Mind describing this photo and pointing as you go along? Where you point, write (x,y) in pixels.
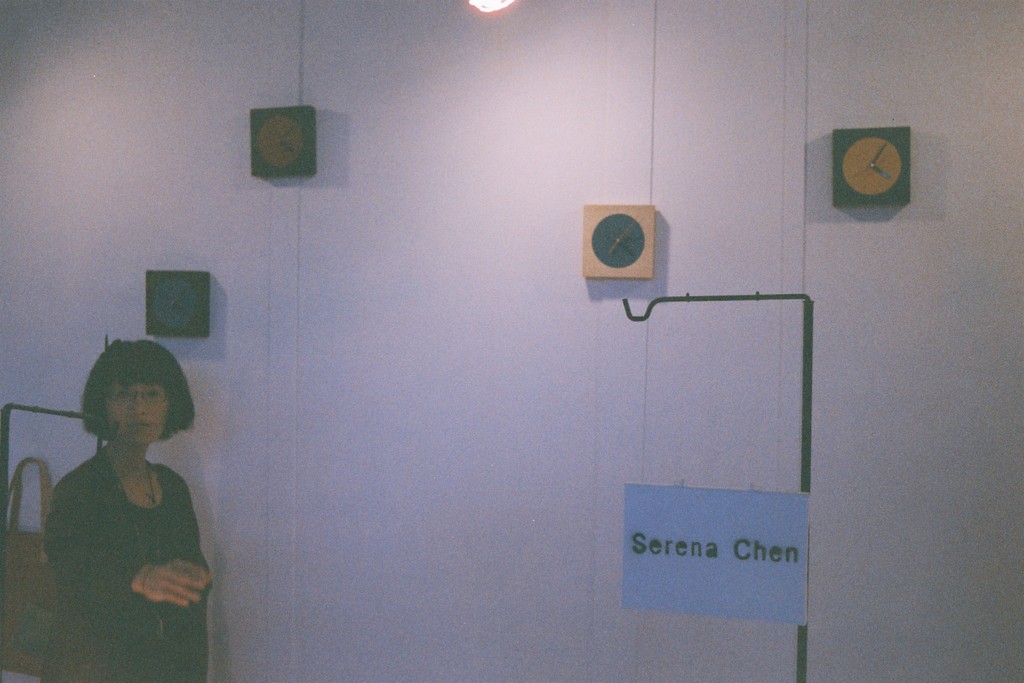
In this picture, there is a woman (184,563) at the bottom left (184,503). In the center (491,349), there is a wall (479,306) with clocks (873,172) and text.
